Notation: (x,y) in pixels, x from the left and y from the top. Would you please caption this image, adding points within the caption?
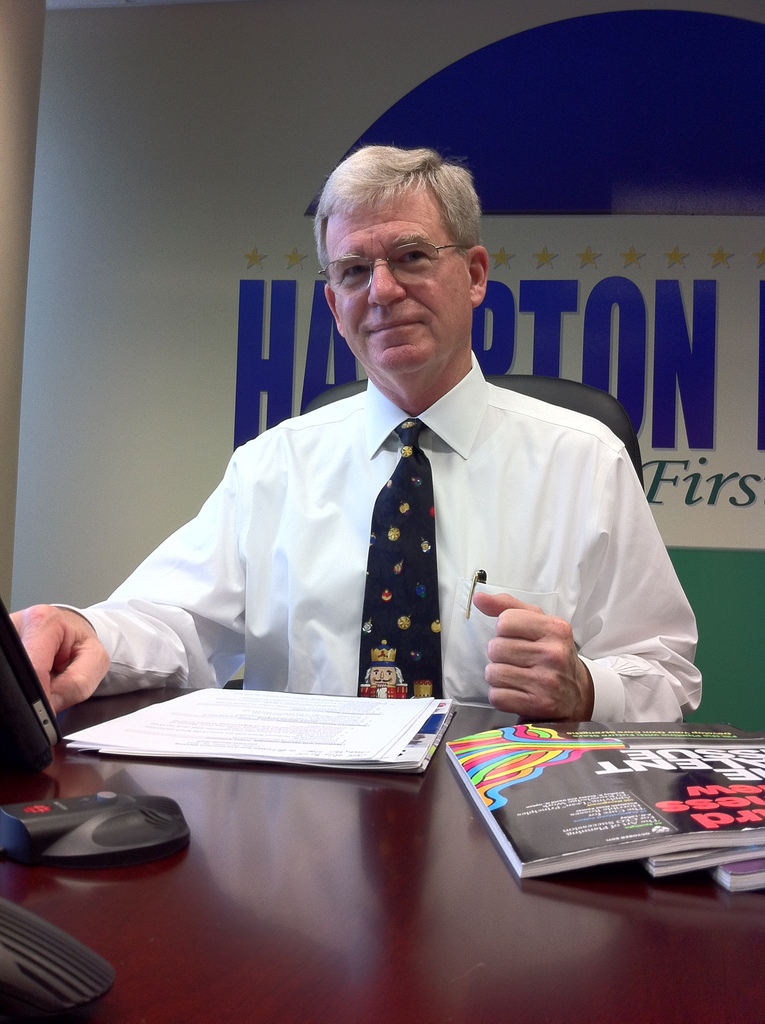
In this image I can see a person (388,500) sitting in-front of the table (508,900). On the table (508,900) there are books (548,778) and papers (270,726).
